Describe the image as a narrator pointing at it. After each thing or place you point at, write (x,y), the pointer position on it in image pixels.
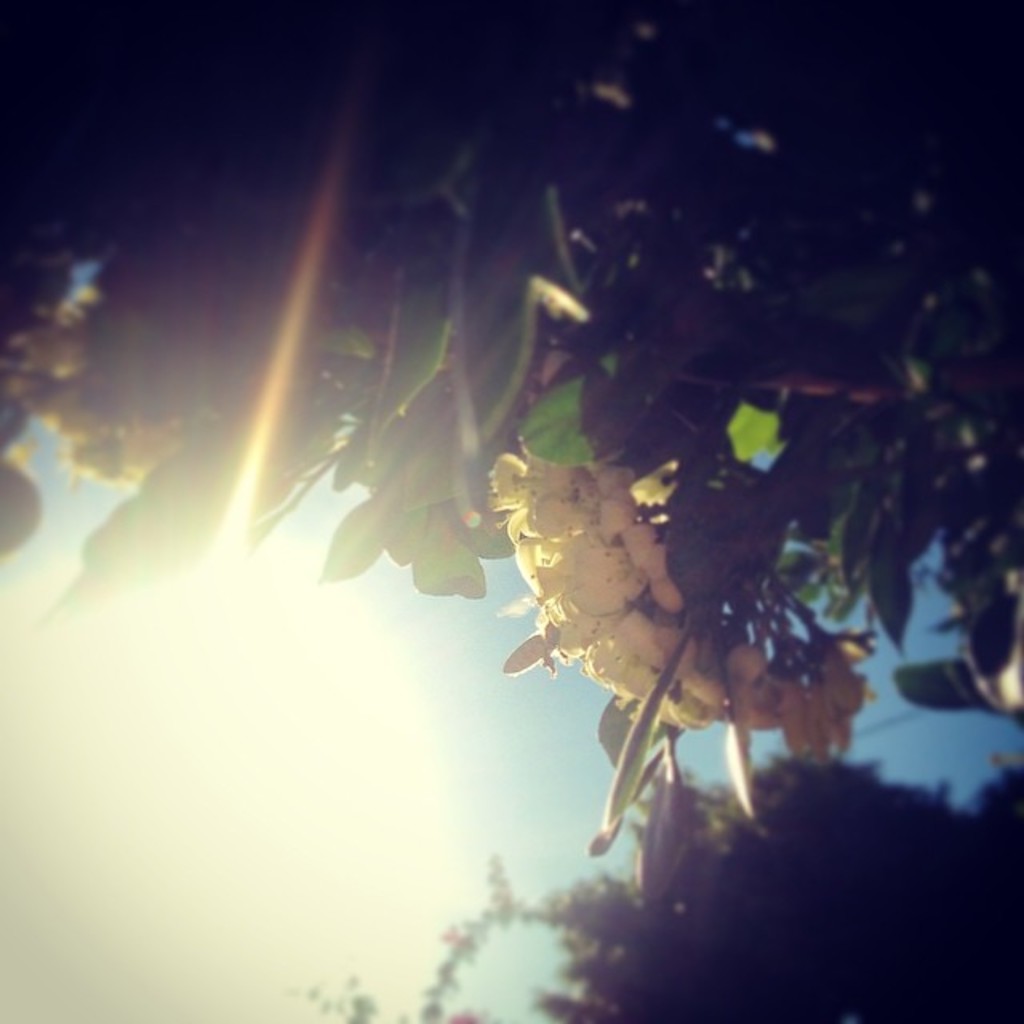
In the picture we can see some plants (755,1001) with some flowers (633,660) which are cream in color and in the background (222,652) we can see a sky (413,661) and sunshine (266,640).
